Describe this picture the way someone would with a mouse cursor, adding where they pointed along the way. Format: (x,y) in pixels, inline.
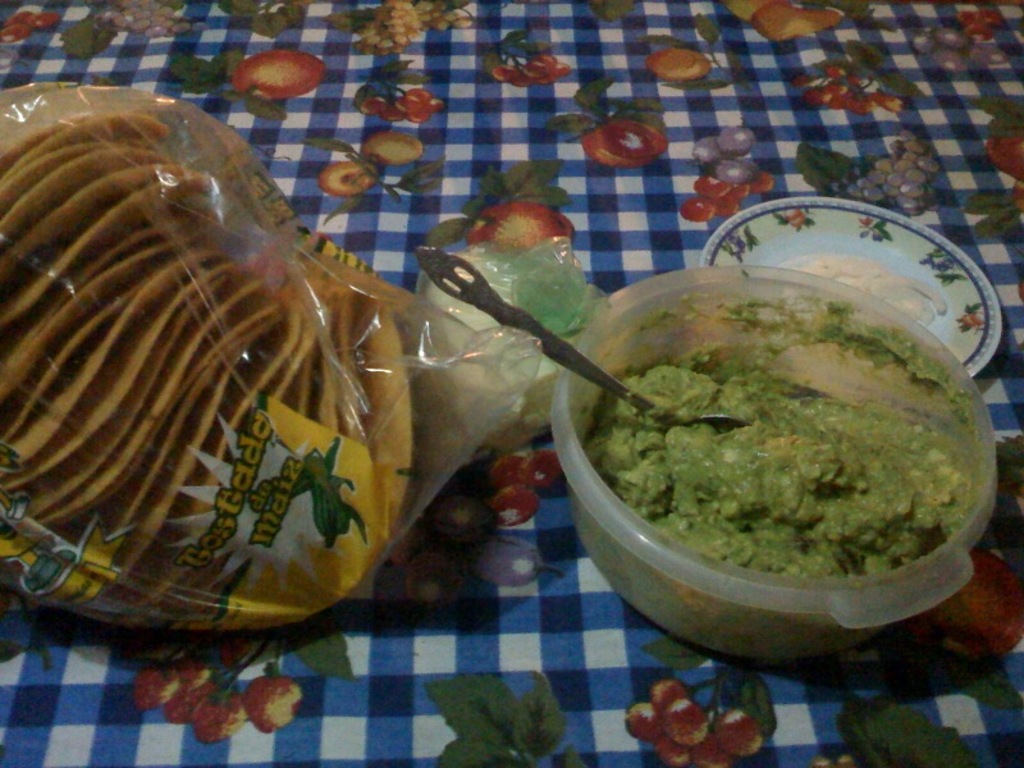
In this image I can see the food (923,517) in the box (682,592), the food (811,519) is in green color and I can also see the food (125,457) in the cover (344,507) and the cover (275,405) is on the white, blue and red color cloth (325,651).
